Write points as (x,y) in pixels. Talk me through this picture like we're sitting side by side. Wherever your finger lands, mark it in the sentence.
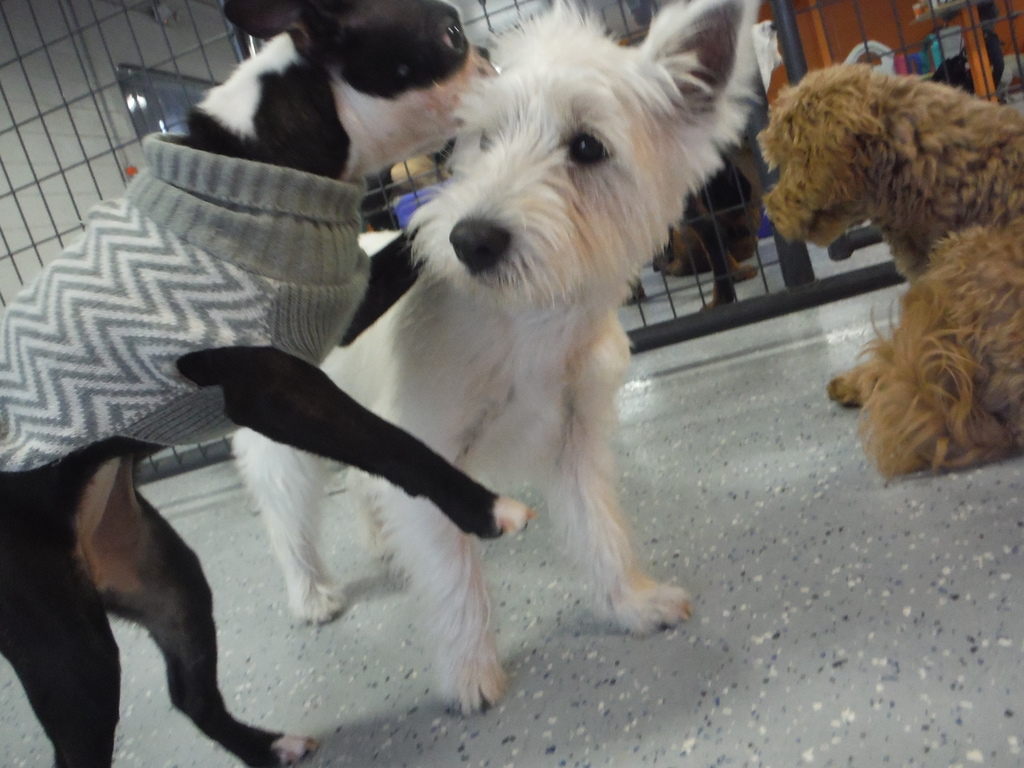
Here I can see three dogs (354,233) on the floor (842,689). In the background (839,24) there is a net (69,102). Behind there are few objects (880,51).
